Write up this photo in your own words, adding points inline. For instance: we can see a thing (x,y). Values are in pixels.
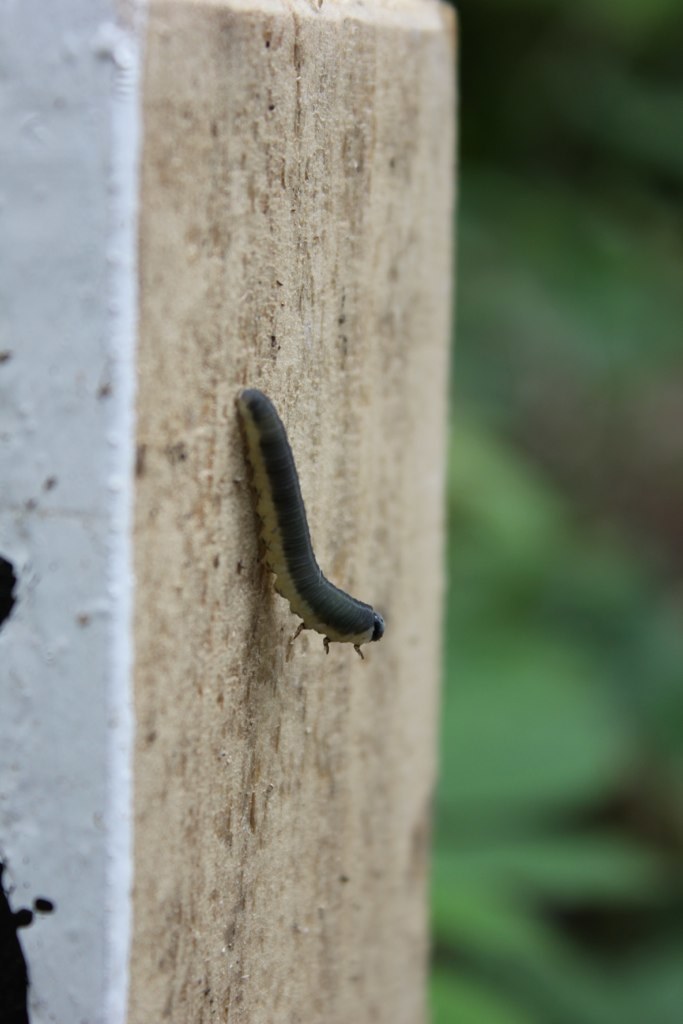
In this image we can see an insect (291,550). There is a white and a black color painted on an object (72,570). There is a blur background (502,609) at the right side of the image (516,482).
